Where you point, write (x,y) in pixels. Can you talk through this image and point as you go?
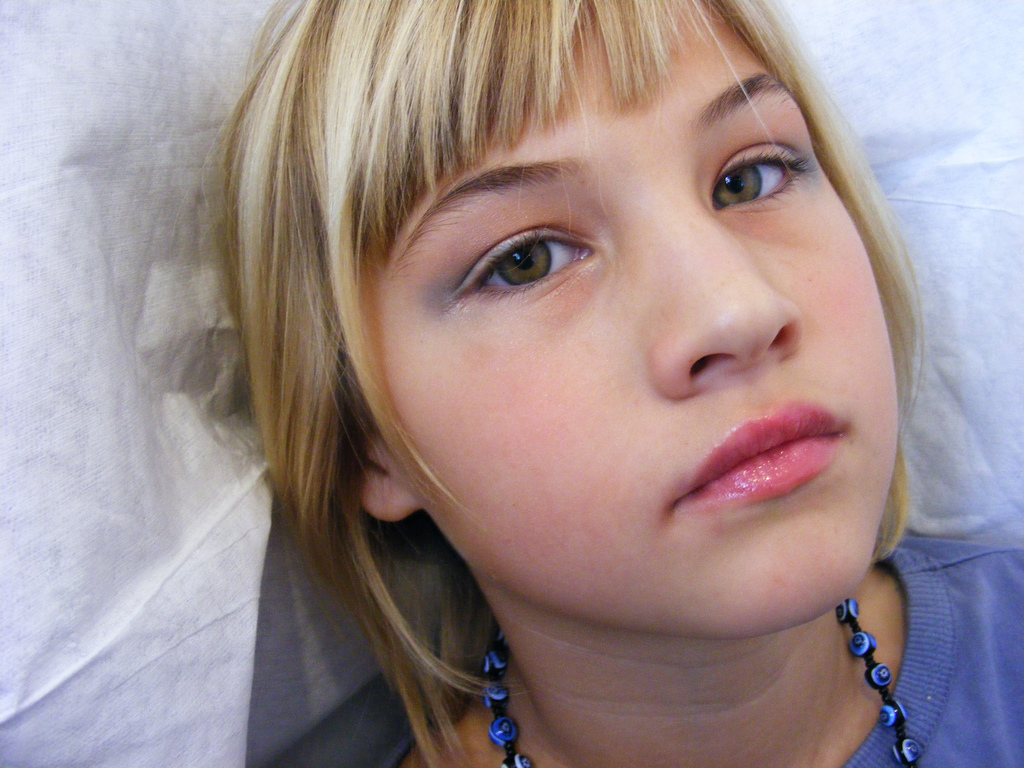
In this image, we can see a girl (514,713) and the background (58,623) is white in color.
